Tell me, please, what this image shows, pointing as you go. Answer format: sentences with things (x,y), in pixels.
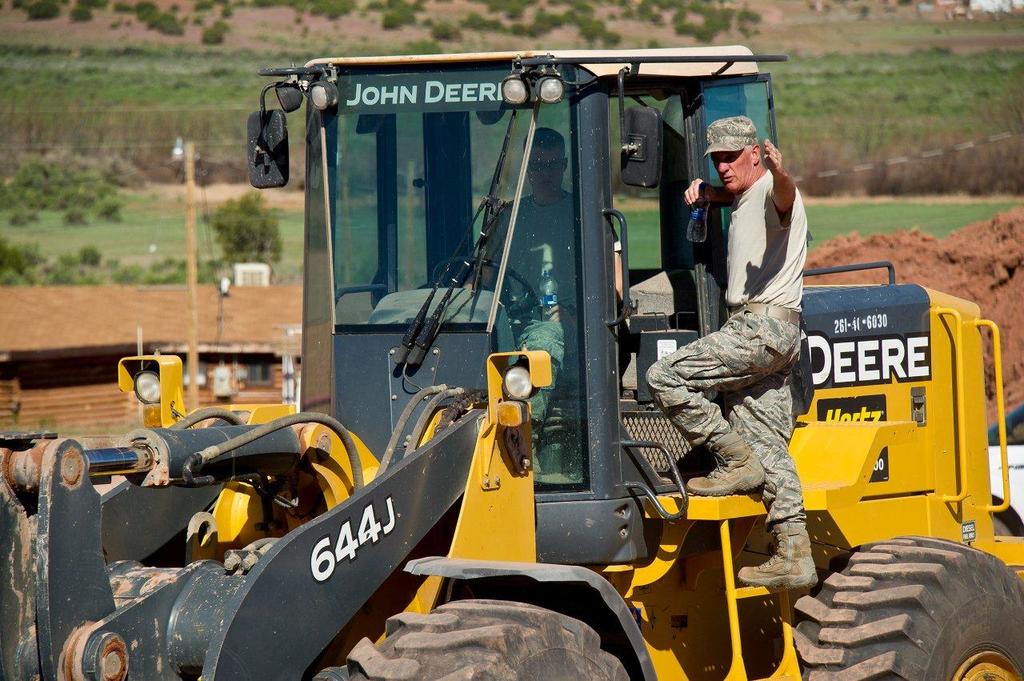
In this picture we can see a vehicle (184,450) and a person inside the vehicle (670,447). We can see a man (774,245) holding a bottle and standing on the vehicle (914,383). There are few trees (1009,148) in the background (959,150).
